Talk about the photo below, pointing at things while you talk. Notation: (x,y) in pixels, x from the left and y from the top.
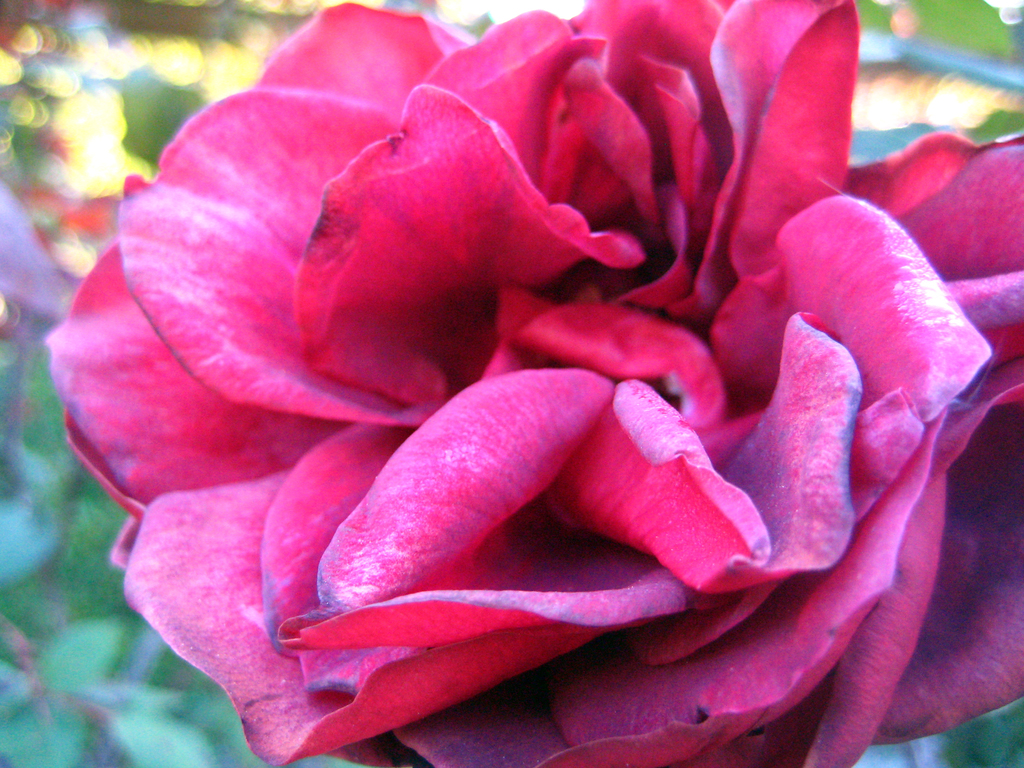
In this image we can see a flower (596,385). Background (120,76) it is blur.
